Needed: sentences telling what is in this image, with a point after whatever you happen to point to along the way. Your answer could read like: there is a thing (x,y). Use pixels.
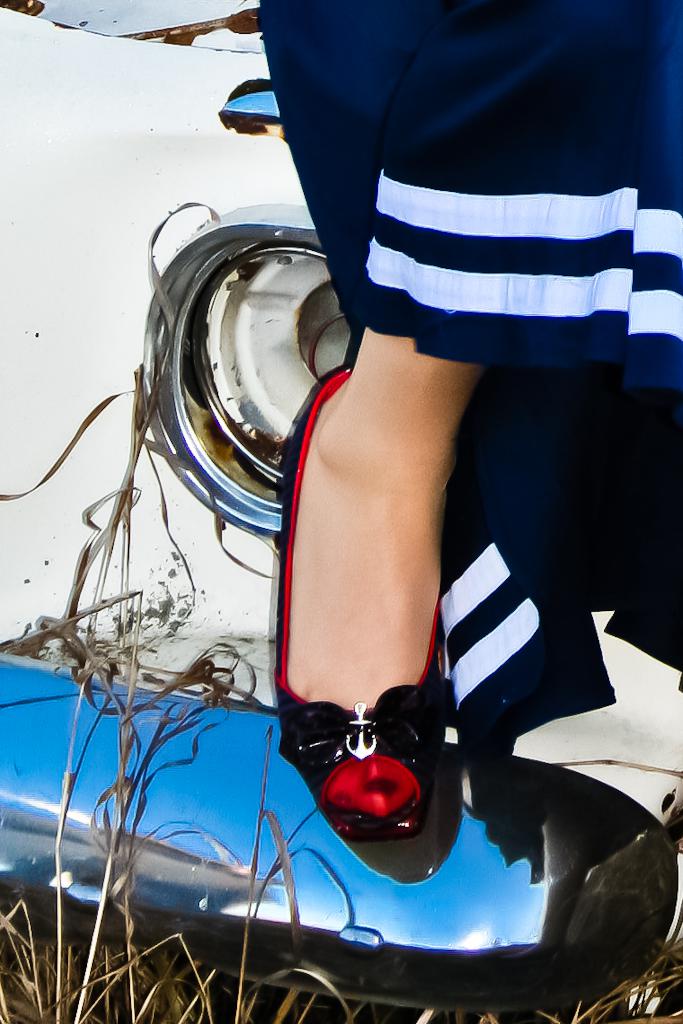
In the picture i can see women's leg (339,471) who is wearing black color footwear (288,723) keeping her leg (398,576) on some object (112,465) which is in white color.
